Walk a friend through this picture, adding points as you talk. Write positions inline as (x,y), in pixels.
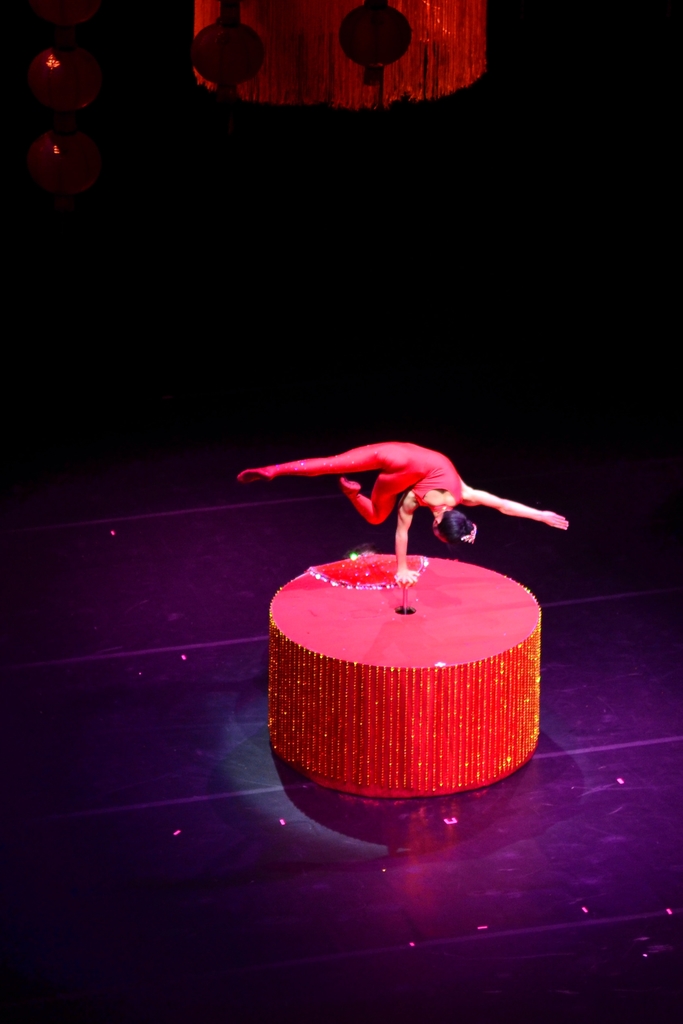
In this image we can see a lady (398,540). There is a table (405,699) in the image. There are few objects (312,71) at the top of the image (355,77).
